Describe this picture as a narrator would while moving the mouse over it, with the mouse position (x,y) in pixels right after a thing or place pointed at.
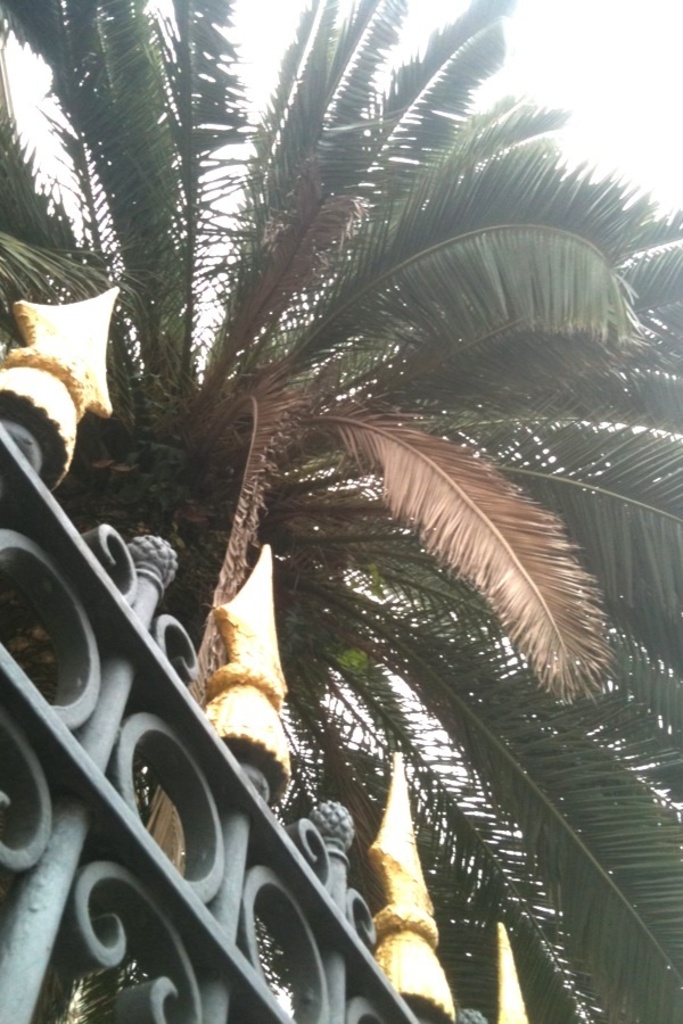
We can see gate (33,932) and tree (317,374). In the background (566,21) it is white color.
